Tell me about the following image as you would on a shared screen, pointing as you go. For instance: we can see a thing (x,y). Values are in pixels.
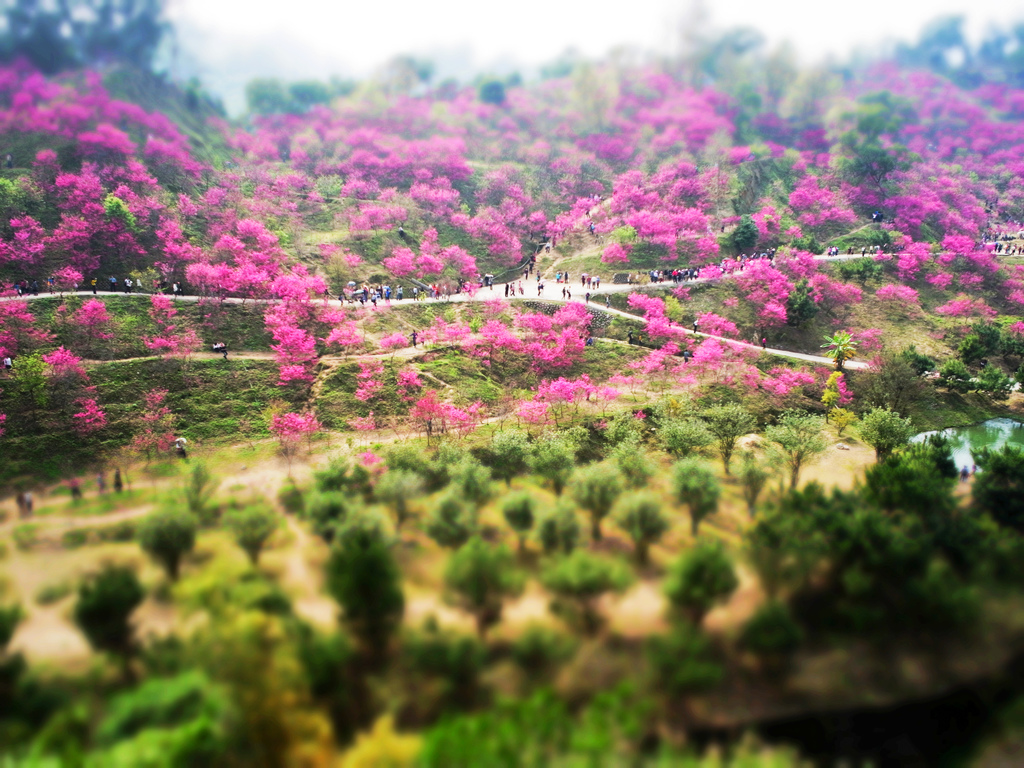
In this image few trees (779,383) are on the grassland (464,355). Few persons (485,273) are standing on the road (494,285). Top of image (508,28) there is sky (534,19). Few persons (27,494) are standing on the land (84,514).
